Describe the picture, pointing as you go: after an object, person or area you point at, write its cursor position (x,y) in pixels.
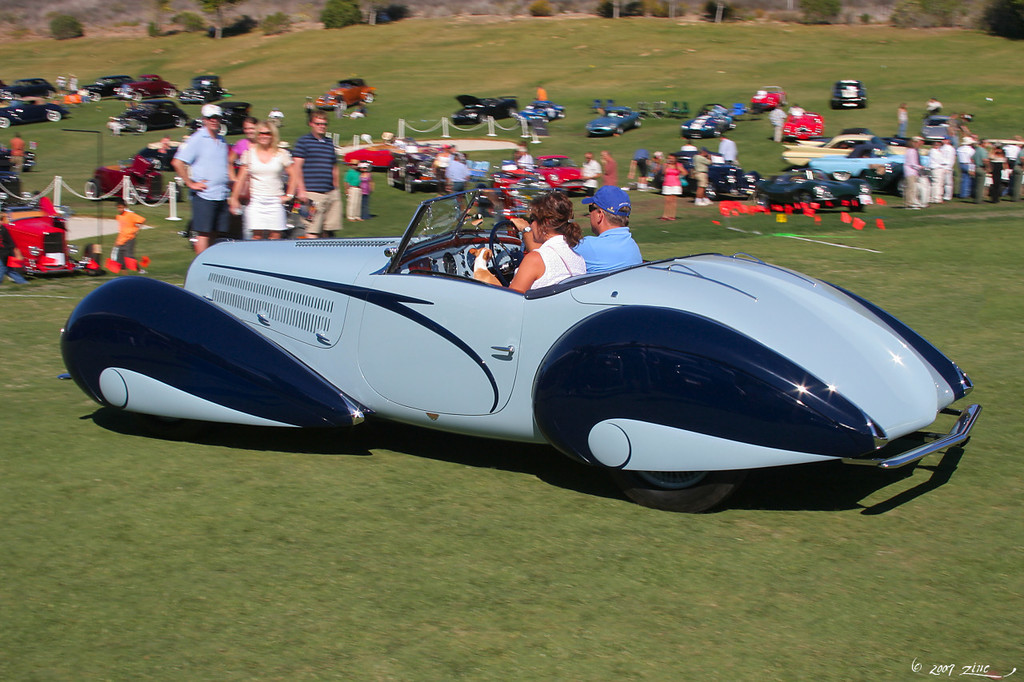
In this image we can see some persons (599,163) standing, there are some vehicles (37,111) parked, in the foreground of the image (327,348) there are two persons (525,277) sitting in a car (333,363) which is in blue color and in the background of the image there are some trees (821,6).
